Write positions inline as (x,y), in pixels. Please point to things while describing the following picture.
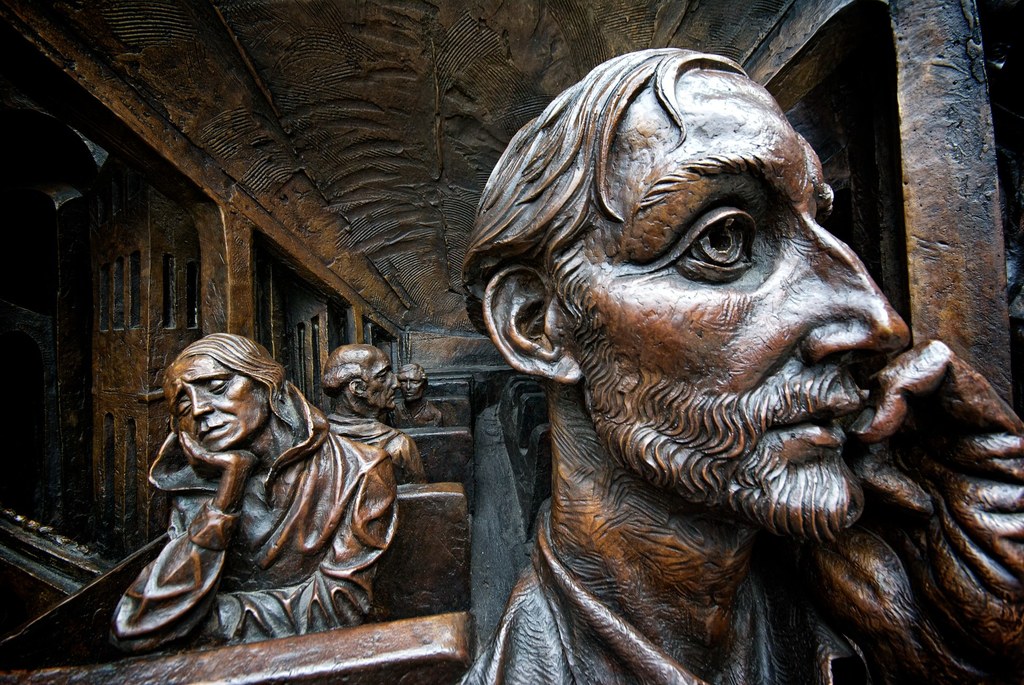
There are statues (395,464) in sitting position on chairs (465,630) of an architectural building (938,188).
